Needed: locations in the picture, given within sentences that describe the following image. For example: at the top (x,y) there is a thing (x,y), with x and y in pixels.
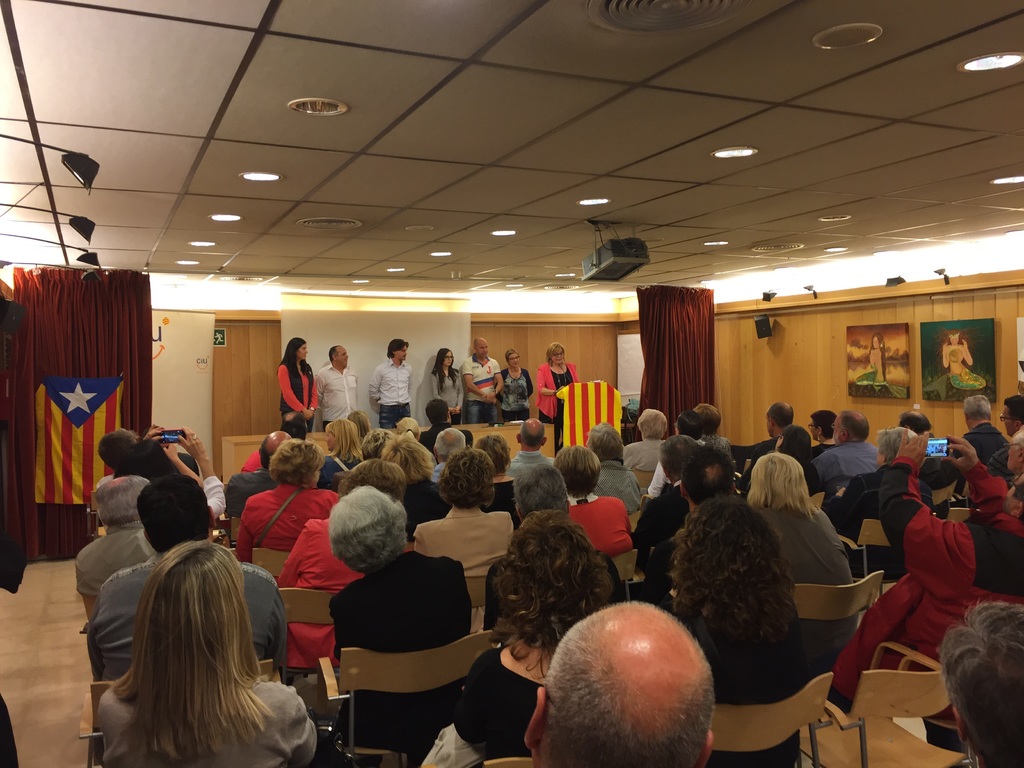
In this image I can see people (517,406) where few are standing and rest all are sitting on chairs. I can see two of them are holding cameras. I can also see few flags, red colour curtain (149,367), a projector machine (635,253) and I can see few frames (949,362) on wall (884,415). I can also see number of lights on ceiling (312,186).
